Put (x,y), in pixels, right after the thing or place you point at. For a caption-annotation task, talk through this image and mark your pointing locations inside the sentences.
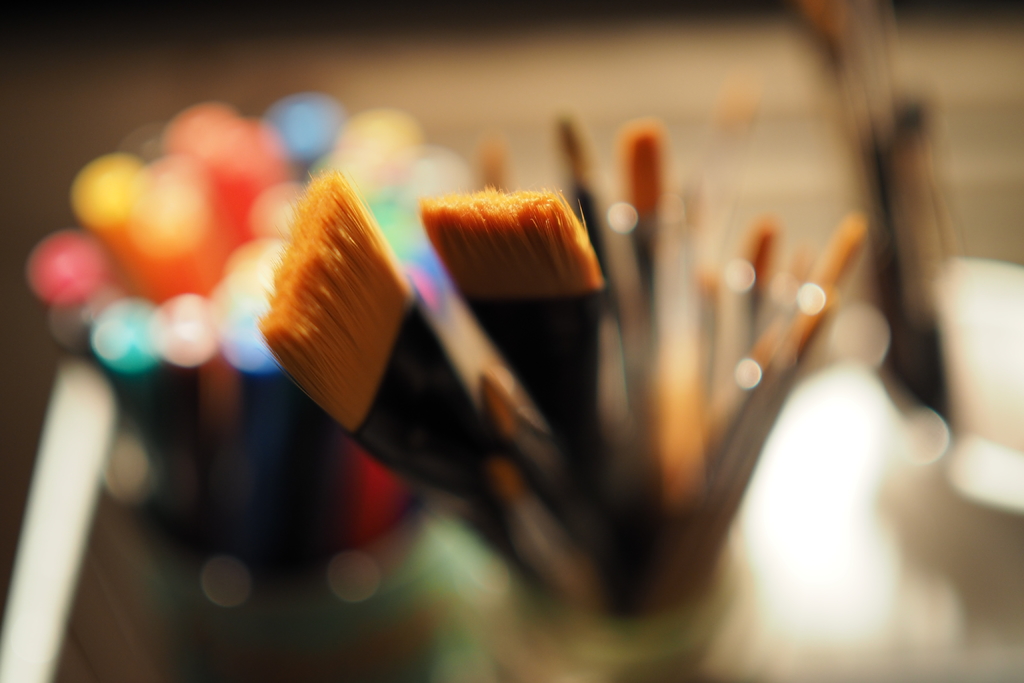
In this picture there are paint brushes (556,440) in the center of the image (352,391) and there are colors (142,170) on the left side of the image (172,159).
